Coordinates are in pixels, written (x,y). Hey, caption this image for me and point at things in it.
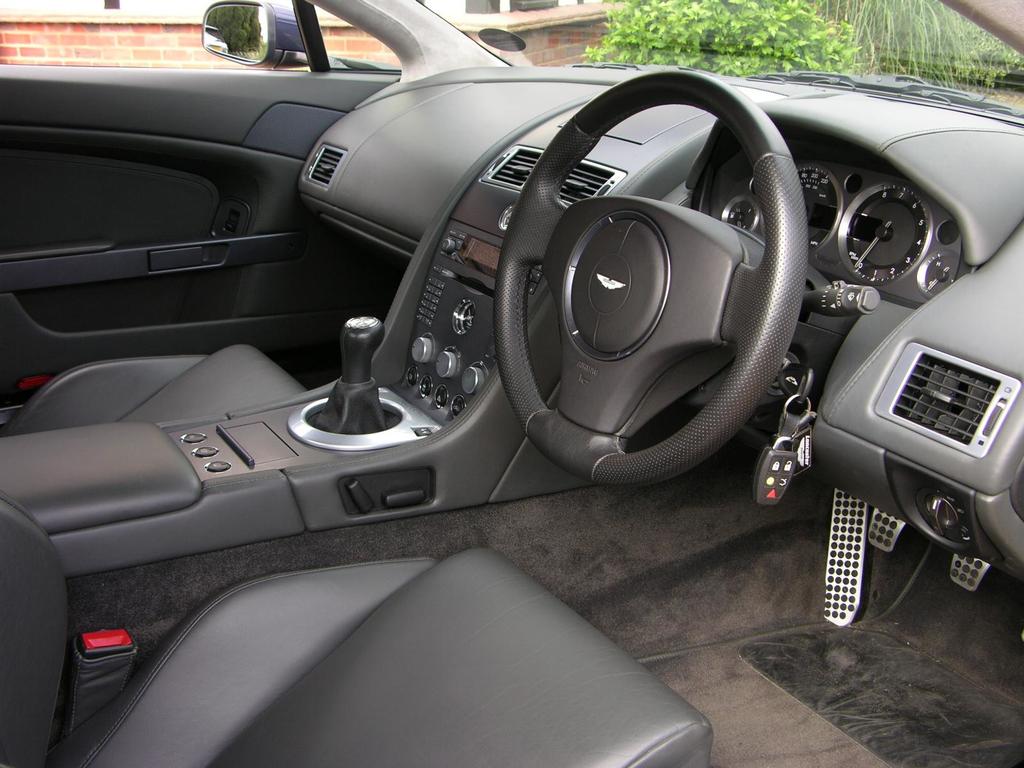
In this image, I can see the inside view of the car (203,403). This is a steering wheel (538,212). I can see an auto gauge (869,277), regulators (468,377), clutch (843,562), brake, accelerator (959,579) attached to the car (454,463). These are the seats (297,649). I can see a side mirror (295,57). This is a key (789,391). I can see a tree (756,40) through the car (743,86). Here is the car door (296,71). This is a dashboard (568,97) This is a wall (103,57).
